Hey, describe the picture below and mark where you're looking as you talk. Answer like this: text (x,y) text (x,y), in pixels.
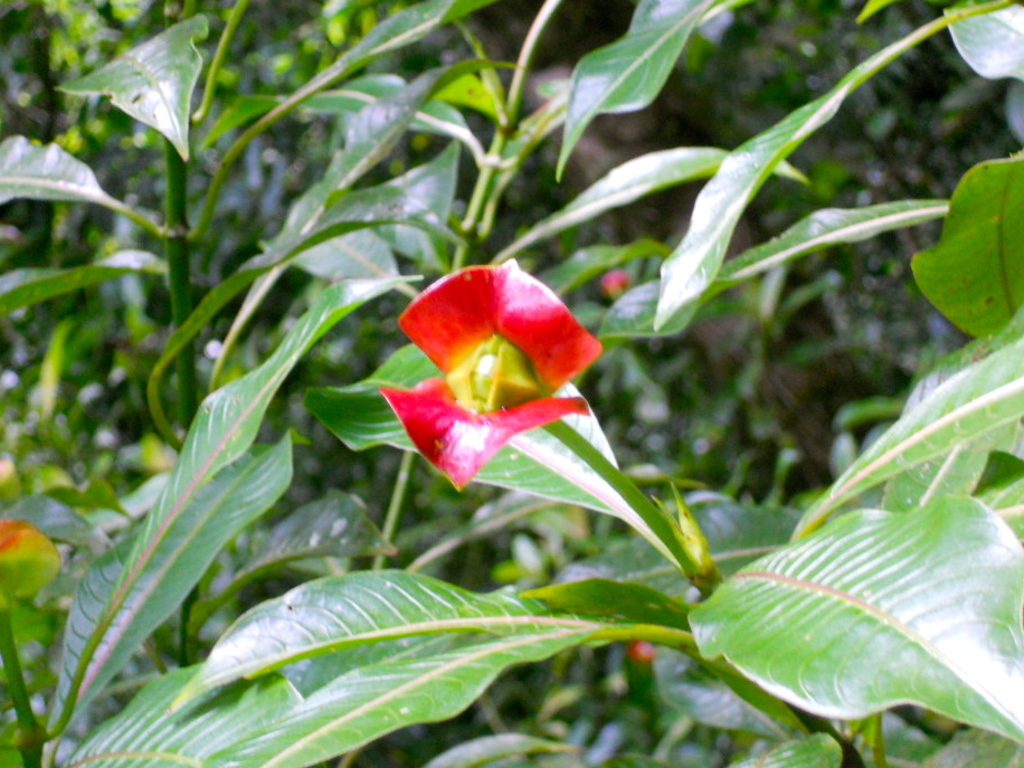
In this image, I can see the plants (515,456) and a flower (488,438). There is a blurred background (895,129).
